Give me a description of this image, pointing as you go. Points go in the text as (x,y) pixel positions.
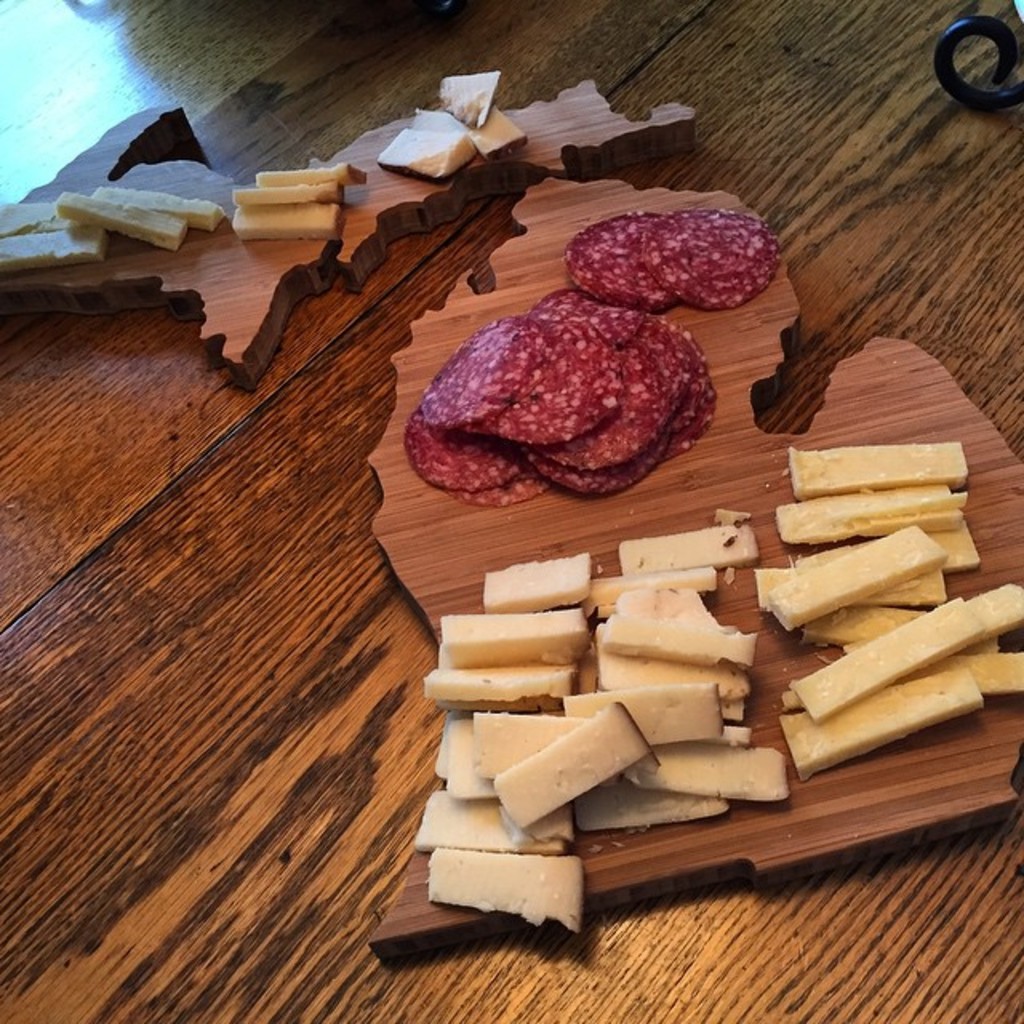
In this picture I can see meat (556,394) and food (686,690) on the wooden boards (782,835) and I can see a table (310,1002) in the background (726,185).
